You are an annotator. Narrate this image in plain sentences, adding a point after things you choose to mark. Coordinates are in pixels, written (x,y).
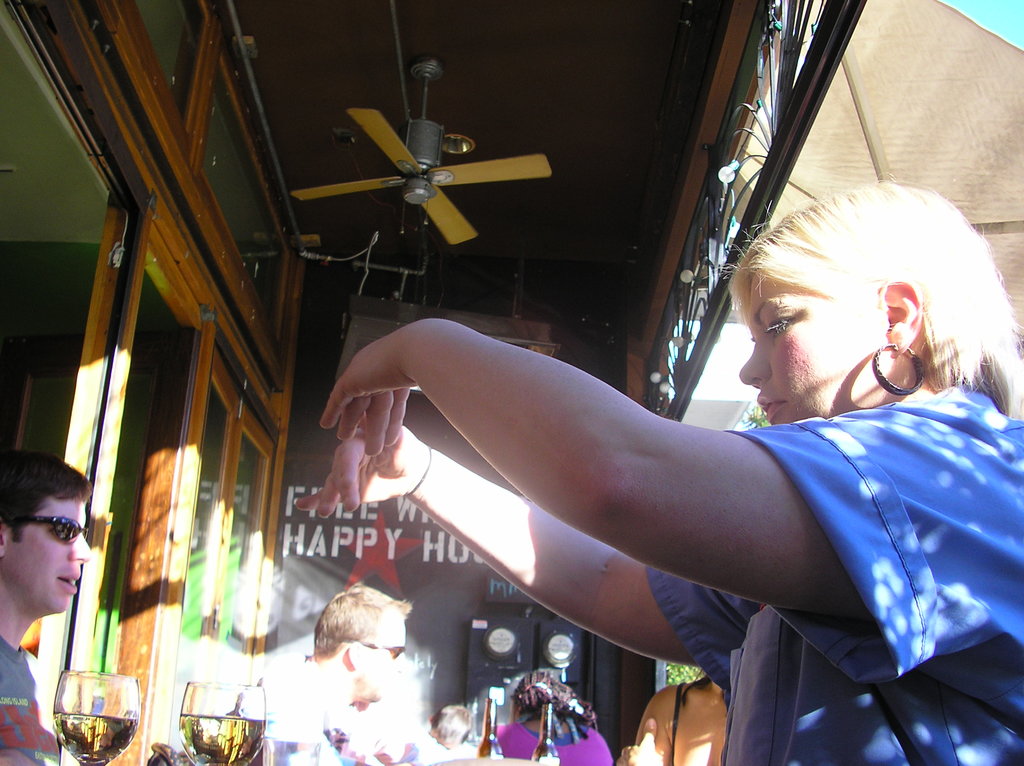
In this image in the foreground (595,506) there is one woman (790,537), who is standing and on the left side (34,576) there are some persons (29,591), glasses (94,731) and some objects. In the background (376,537) there is a board (357,515), and on the left side (203,182) there are some windows (184,178) and at the top (400,73) there is ceiling (632,210) and one fan (402,165).
